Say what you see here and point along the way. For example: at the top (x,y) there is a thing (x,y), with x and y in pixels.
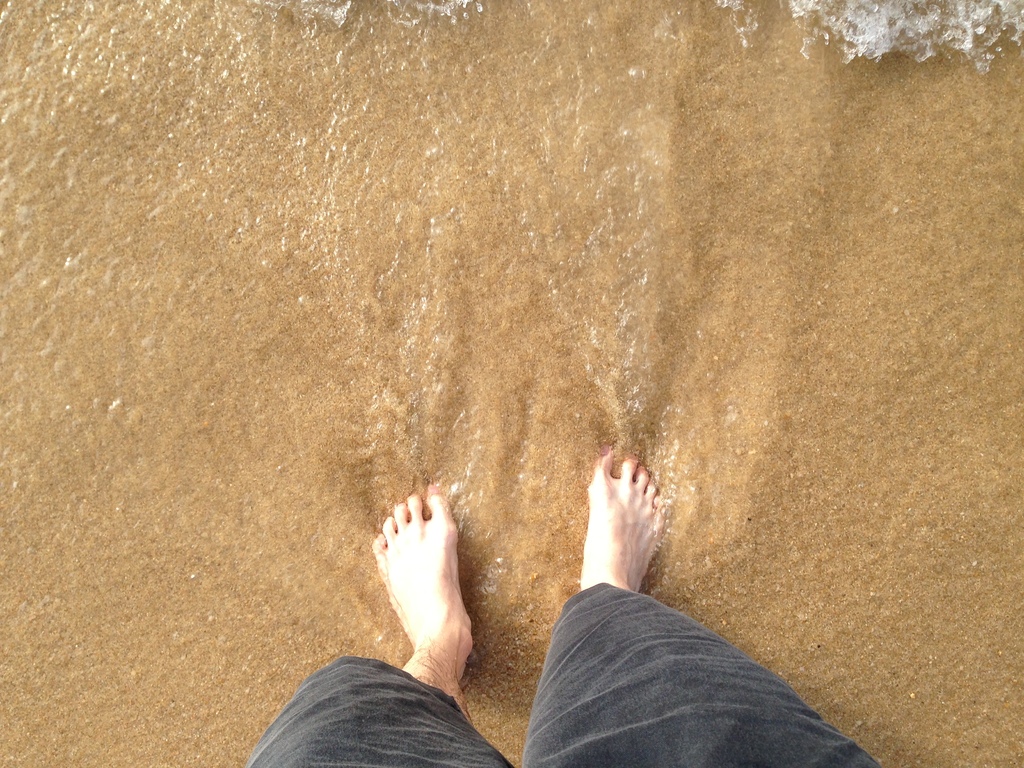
In this image, we can see the legs (315,708) of a person (426,546) in the water (459,547).
